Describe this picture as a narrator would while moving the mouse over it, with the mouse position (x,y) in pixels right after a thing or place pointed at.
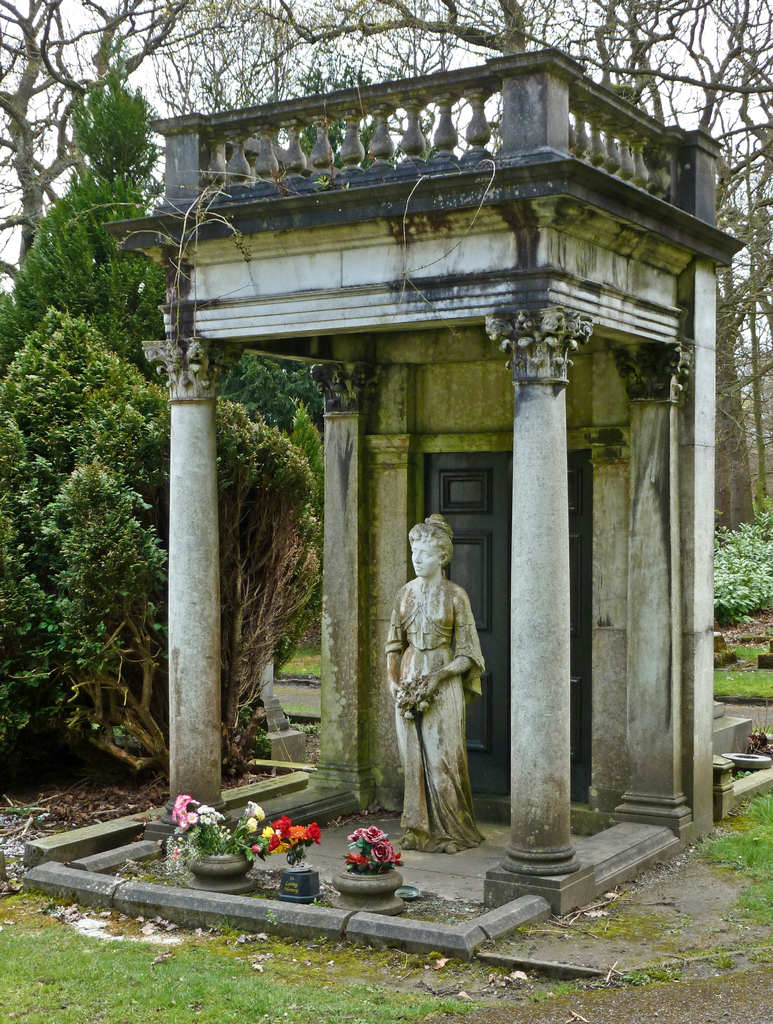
In this image I can see there is a statue (470,668) of a woman (458,678). On the left side (98,325) there are trees (130,453), at the bottom (307,834) there are flowers (280,832).
